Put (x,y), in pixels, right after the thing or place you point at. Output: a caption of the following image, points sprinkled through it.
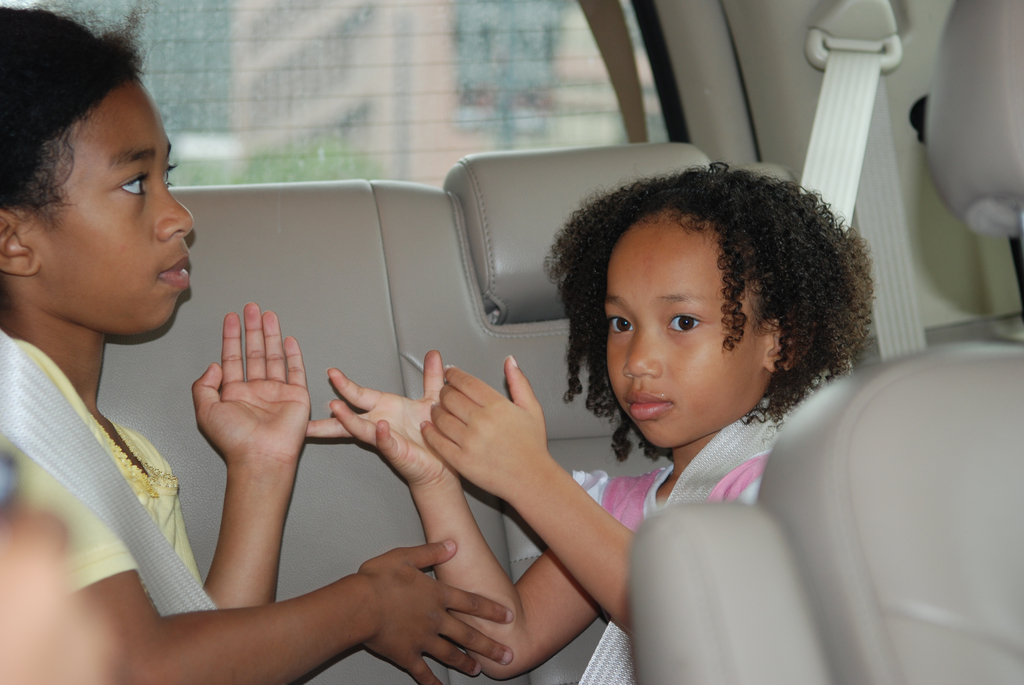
This picture shows couple of girls (30,137) seated on the back seat (507,243) of a car (143,396) and we see a building (493,43) from the glass (263,109).
